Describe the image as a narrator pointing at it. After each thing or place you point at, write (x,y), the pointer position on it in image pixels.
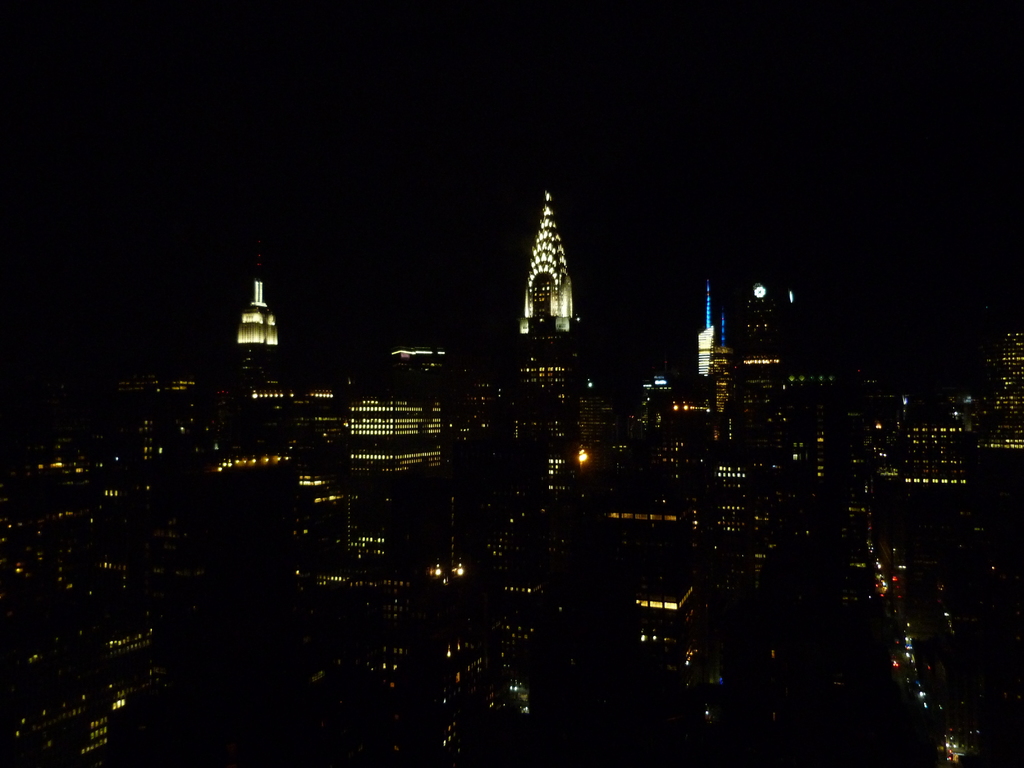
In the foreground of this image (481,450), there are buildings (452,457) and skyscrapers (807,460) with lights (554,307) in the dark.
